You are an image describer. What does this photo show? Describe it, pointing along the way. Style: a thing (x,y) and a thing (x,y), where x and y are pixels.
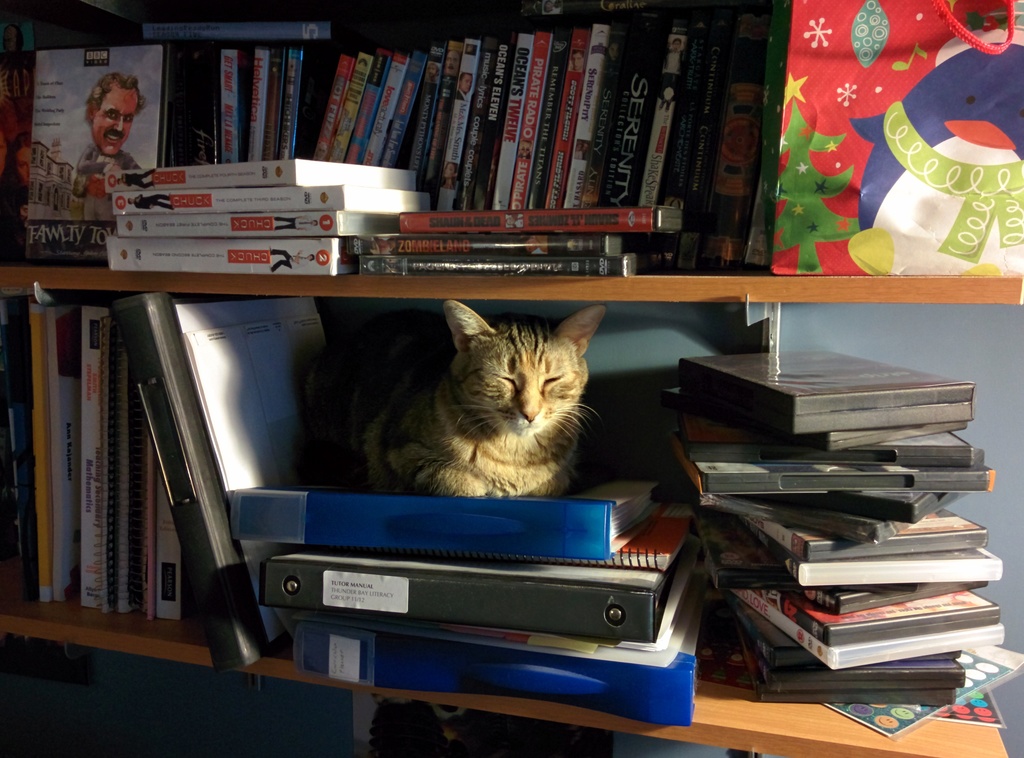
In this image I can see there is a cat (491,463) sleeping on the files (535,501), in between the compact discs (858,539) arranged on the shelf (651,273).
